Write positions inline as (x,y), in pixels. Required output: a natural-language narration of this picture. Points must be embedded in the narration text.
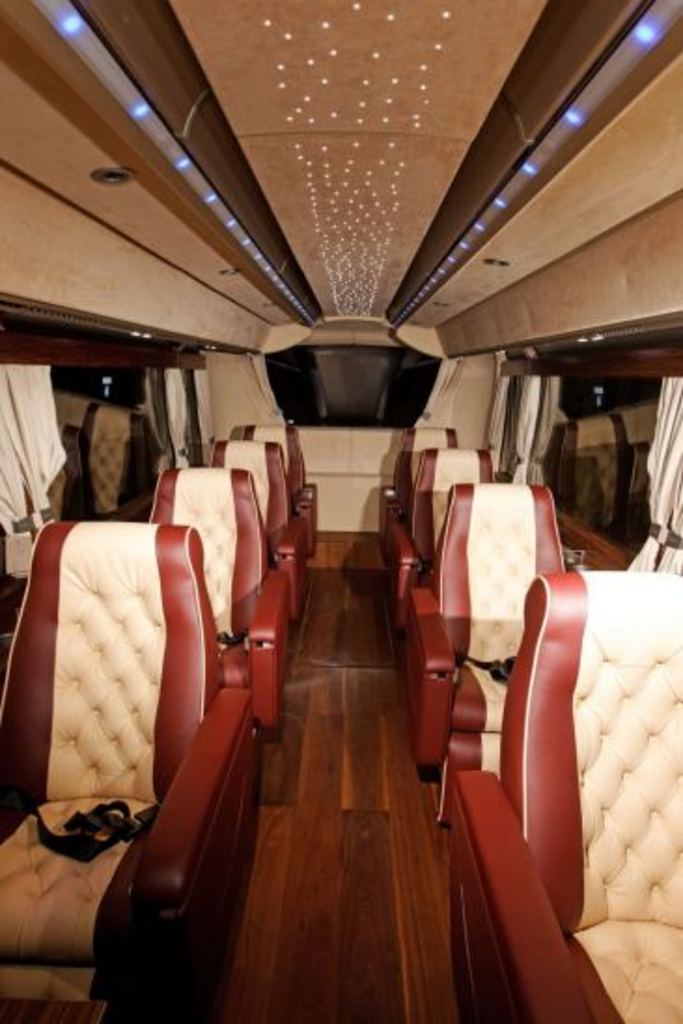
This picture might be taken inside a bus (153,389). On the right side (541,611), we can see some seats (634,844) and glass windows (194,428). In the background (363,406), we can see a display (422,371). At the top (424,60), we can see a roof (424,65) with few lights (424,70).
